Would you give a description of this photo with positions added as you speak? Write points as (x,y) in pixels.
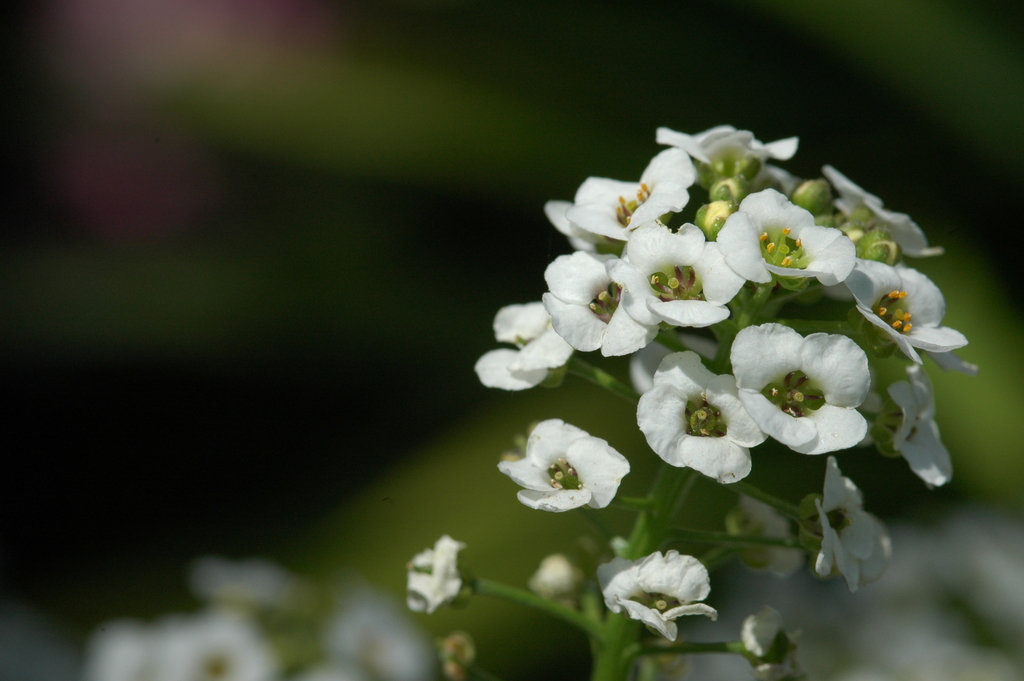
In this image I can see the white and green color flowers (581,340) to the plants (464,654). And there is a blurred background (192,97).
